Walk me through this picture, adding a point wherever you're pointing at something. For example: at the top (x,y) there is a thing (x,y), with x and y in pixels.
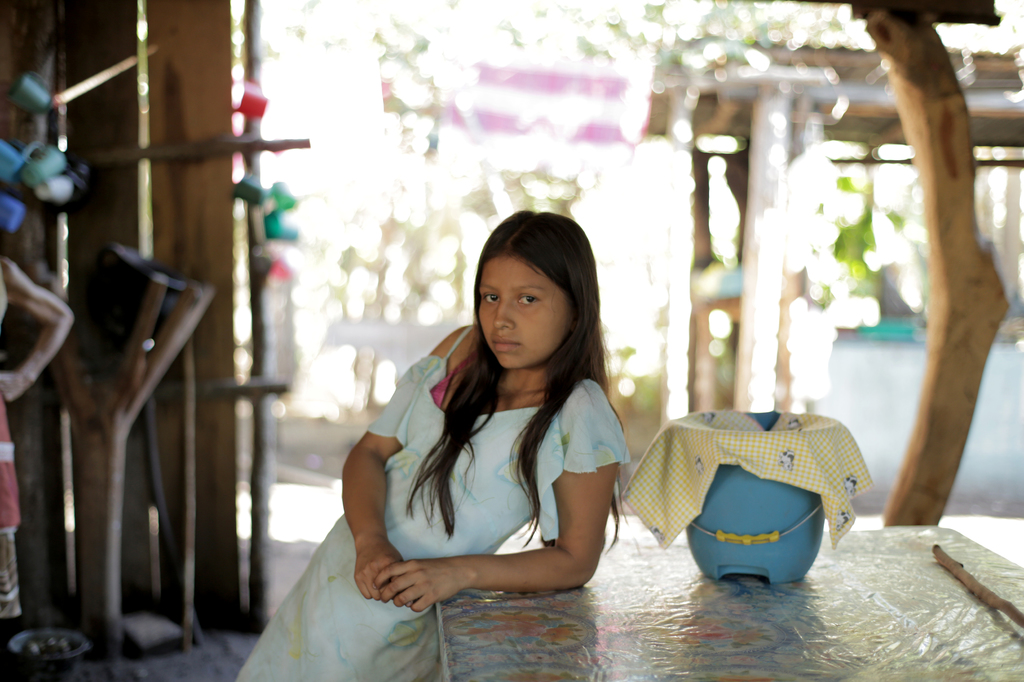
This picture is clicked inside. In the center (461,369) there is a girl (348,571) wearing a blue color dress (482,498) and standing on the ground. On the right (858,598) there is a table (606,619) on the top of which some items (778,533) are placed. In the background (141,350) we can see the trunk of a tree (901,35) and some other objects (104,307) and wooden planks (217,186).
